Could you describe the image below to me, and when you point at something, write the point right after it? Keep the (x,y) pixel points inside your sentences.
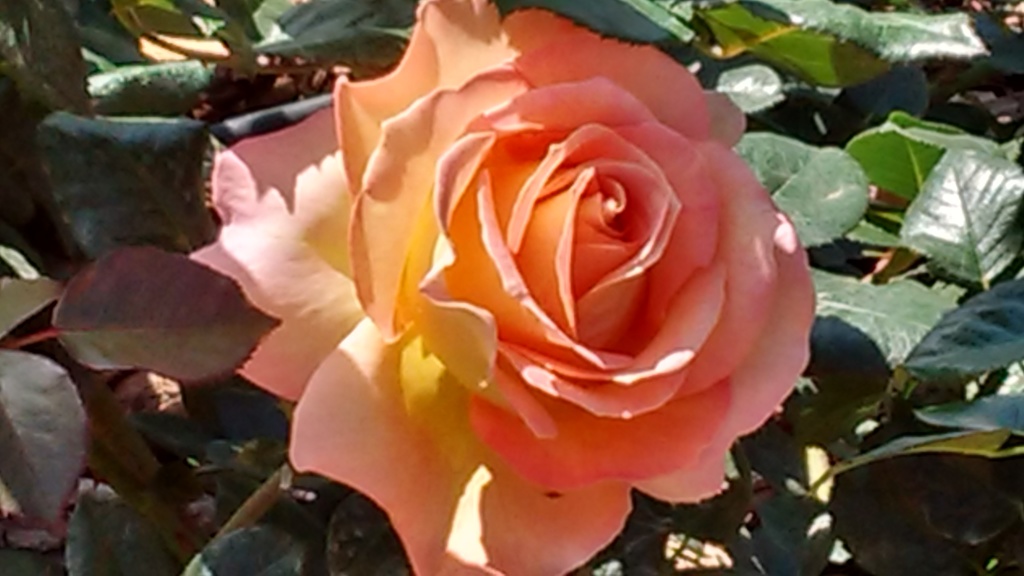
In this image we can see flower (512,199) and leaves (823,276).
